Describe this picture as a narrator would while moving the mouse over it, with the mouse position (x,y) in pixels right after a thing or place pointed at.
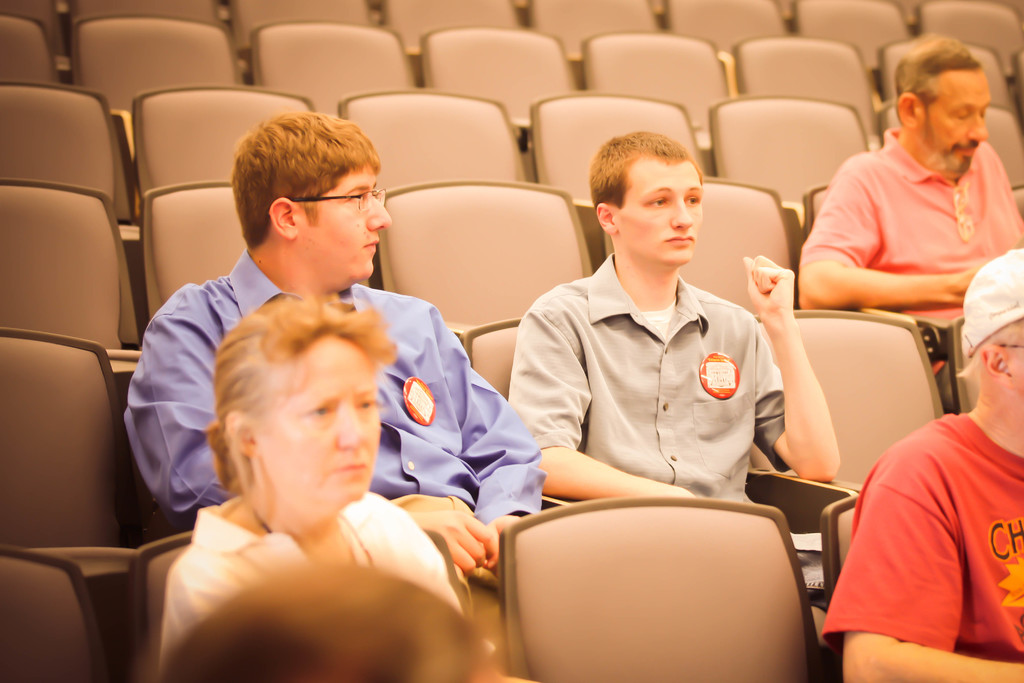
In this image, we can see people (397,552) are sitting on the chairs (651,547). On the right side of the image (954,435), we can see a person (987,455) is wearing a cap (992,335). Background we can see chairs (959,393).
